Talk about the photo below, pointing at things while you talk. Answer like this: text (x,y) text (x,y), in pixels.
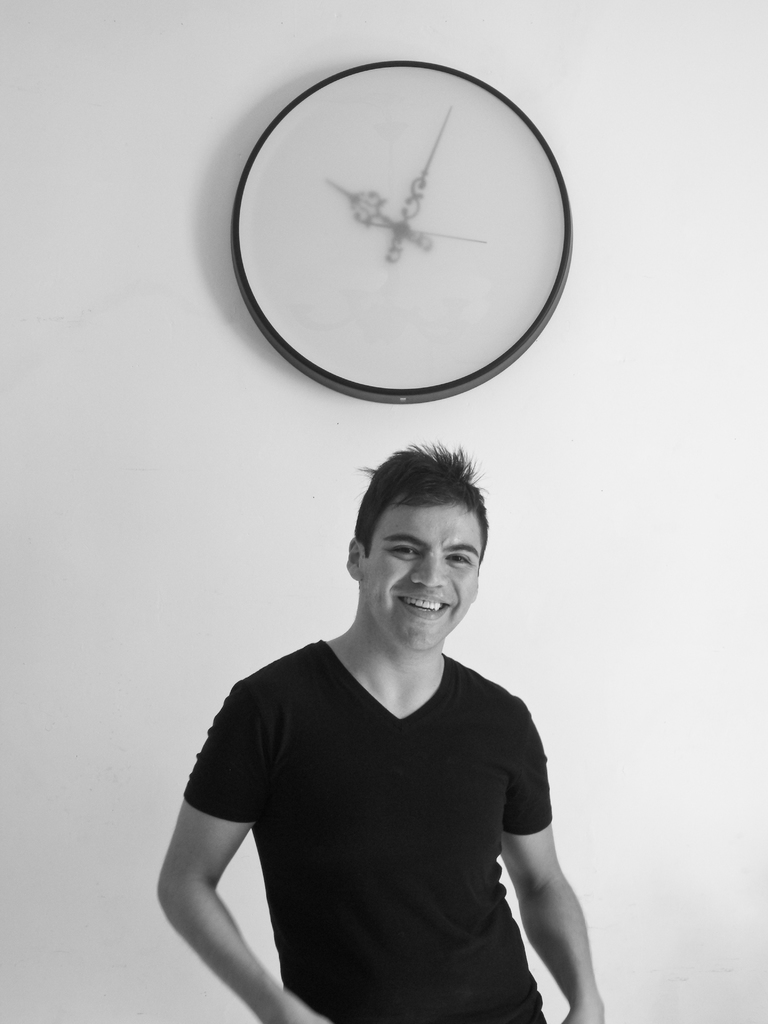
In this picture we can see a man (430,588), he is smiling, behind to him we can find a clock (469,342) on the wall (682,404).
